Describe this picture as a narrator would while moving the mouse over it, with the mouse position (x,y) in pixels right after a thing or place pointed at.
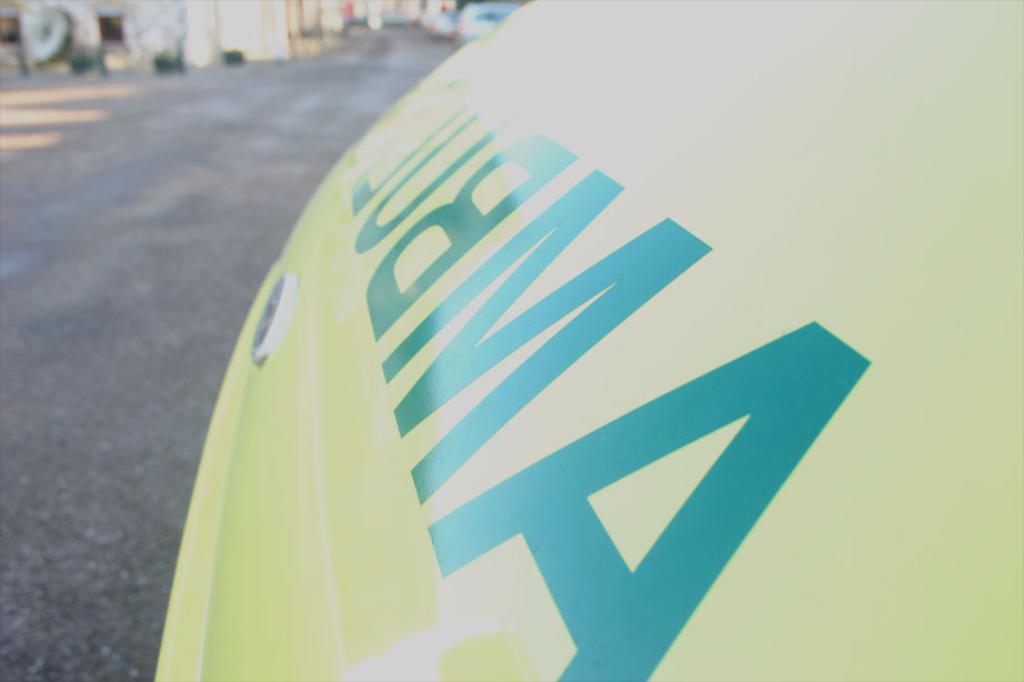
In this picture we observe an ambulance body (801,345) on which AMBUL is written.
